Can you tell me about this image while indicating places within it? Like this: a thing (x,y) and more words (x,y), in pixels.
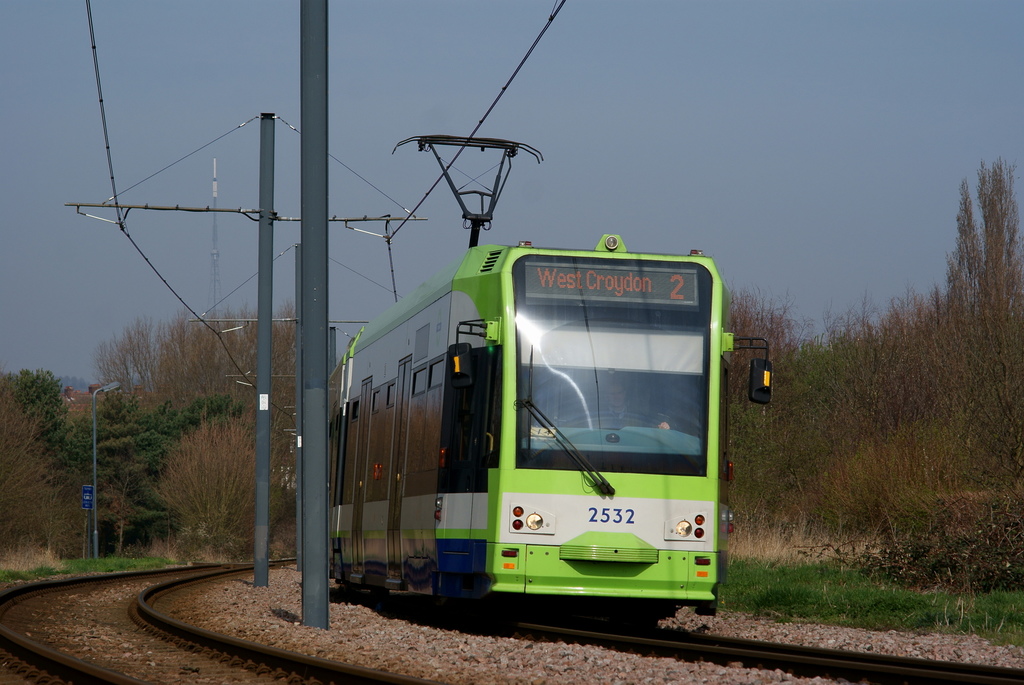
In this image there is a train (648,528) on the rail track (760,655). A person (617,406) is visible from the window (623,392) of a train (583,386). There are few poles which are connected with wires (291,418). Left side there is a street light (104,389). Background (26,407) there are trees (879,442). Right bottom there are plants (911,581) on the land (873,613) having some grass (820,615) and rocks (506,652). Top of the image (490,78) there is sky (593,80).
